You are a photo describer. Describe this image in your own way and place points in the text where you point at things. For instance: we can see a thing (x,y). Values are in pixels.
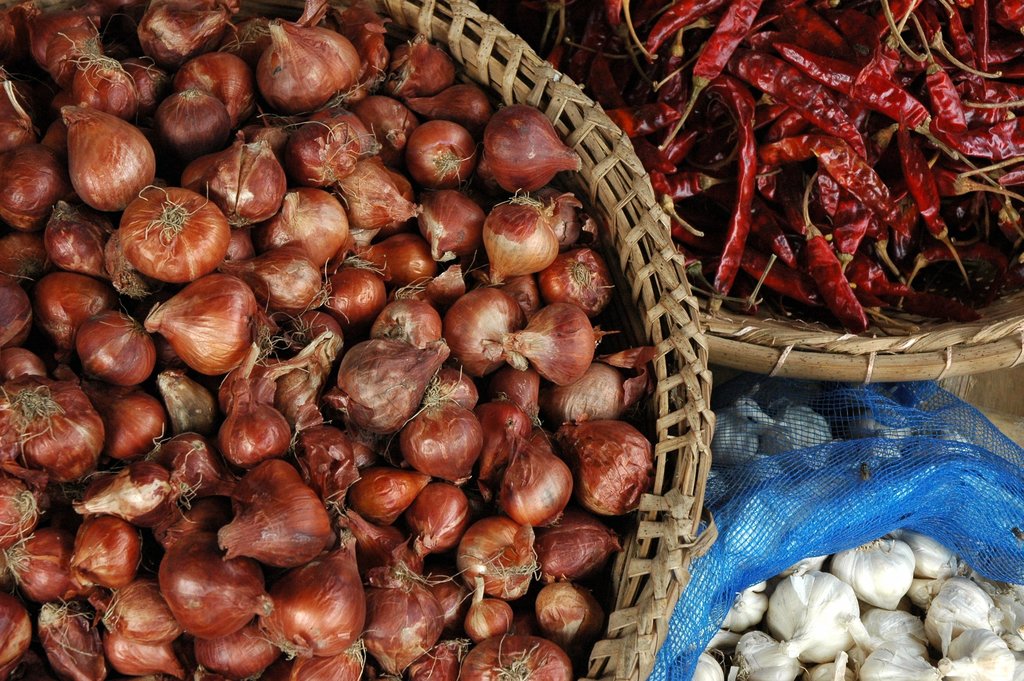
In the picture we can see a basket (540,582) full of onions (211,77), and one basket (913,337) full of red chilies (777,236) and beside it we can see a blue color bag (944,385) with full of garlic (857,614).
